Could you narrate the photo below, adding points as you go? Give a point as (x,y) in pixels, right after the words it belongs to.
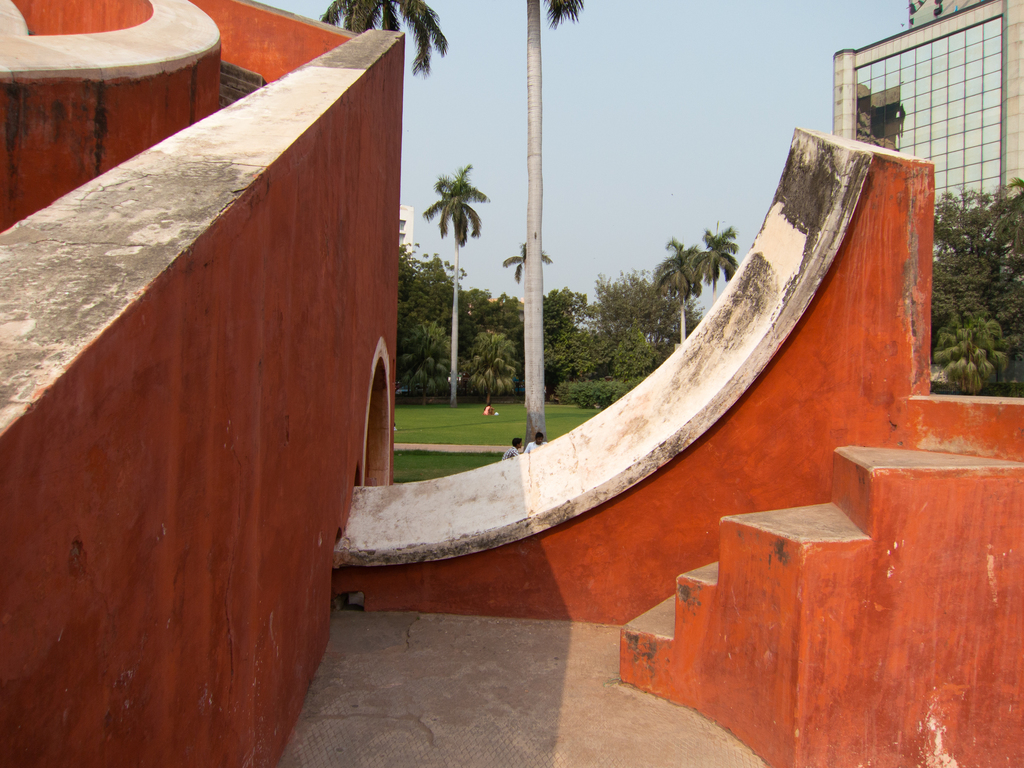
In this image, we can see orange color walls (659,512), at the right side (811,678) there are some stairs (862,615), in the background (603,399) there are some green color trees (966,312), at the top (589,166) there is a sky (660,78) which is clear.
